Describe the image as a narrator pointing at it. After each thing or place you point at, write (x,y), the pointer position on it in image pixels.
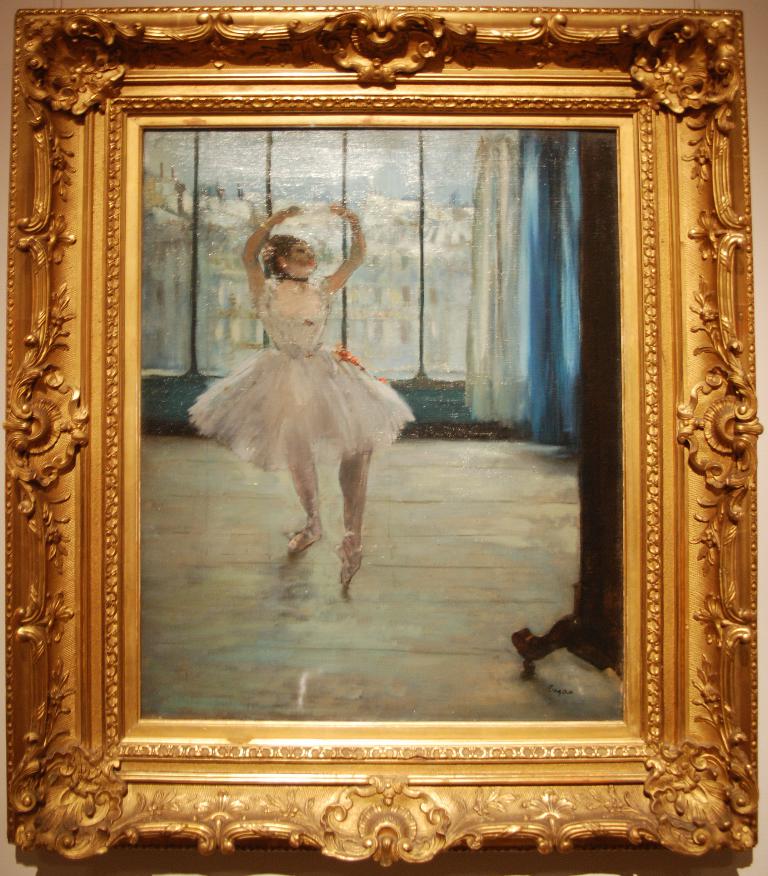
In the picture I can see a photo frame (113,233). In the photo (345,455) I can see painting (311,519) of a woman (313,479) and some other things (471,291).
